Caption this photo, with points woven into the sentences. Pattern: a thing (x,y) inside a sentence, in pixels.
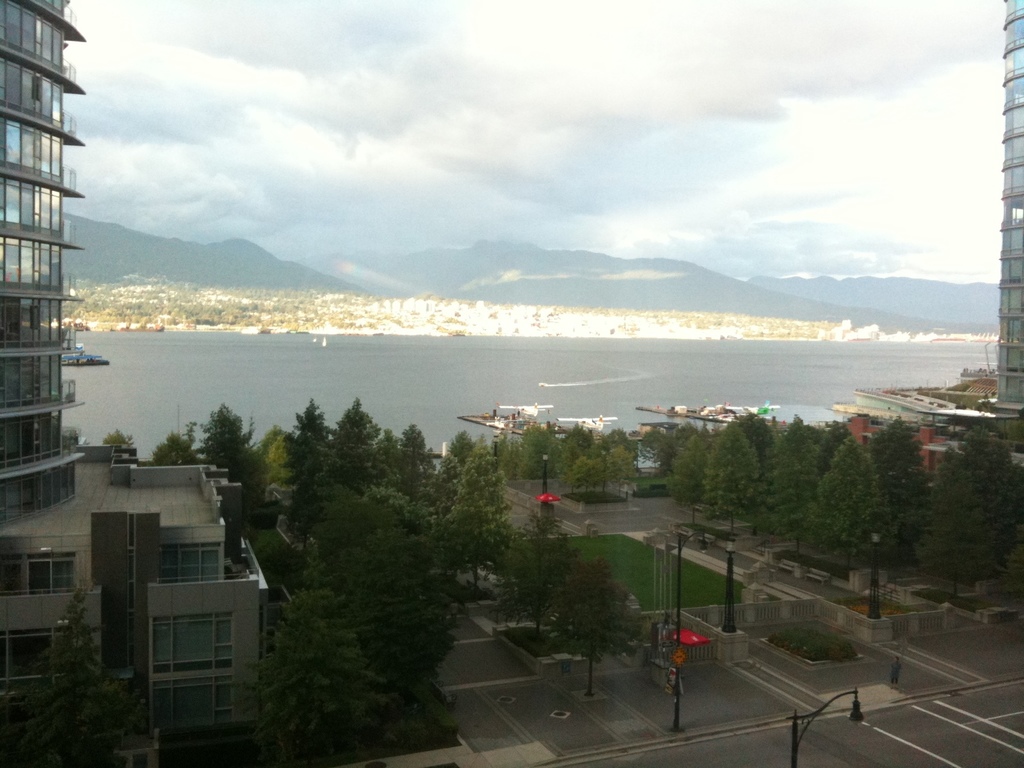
In this image on the right side (937,415) and left side (323,684) there are some buildings (43,435), trees (427,567), poles (853,703). At the bottom (852,690) there is a walkway (654,693) and some plants (369,653), and in the background (420,362) there is water (156,386), mountains (741,307) and some buildings (314,301). At the top of the image (482,150) there is sky (329,129), and in the center (603,425) there are some boats (93,363) in the water (744,386).
